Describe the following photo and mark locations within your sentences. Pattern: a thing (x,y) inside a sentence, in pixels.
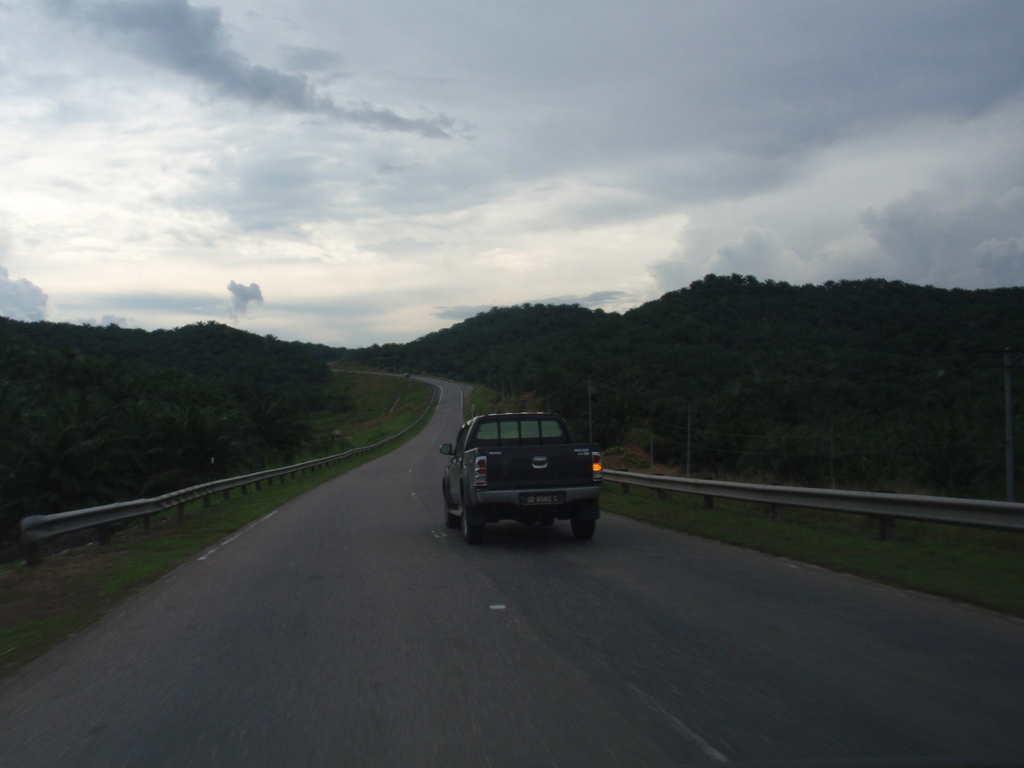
In this picture I can see a vehicle (505,499) on the road (524,529) and I can see trees (516,376) and a blue cloudy sky (635,166).
